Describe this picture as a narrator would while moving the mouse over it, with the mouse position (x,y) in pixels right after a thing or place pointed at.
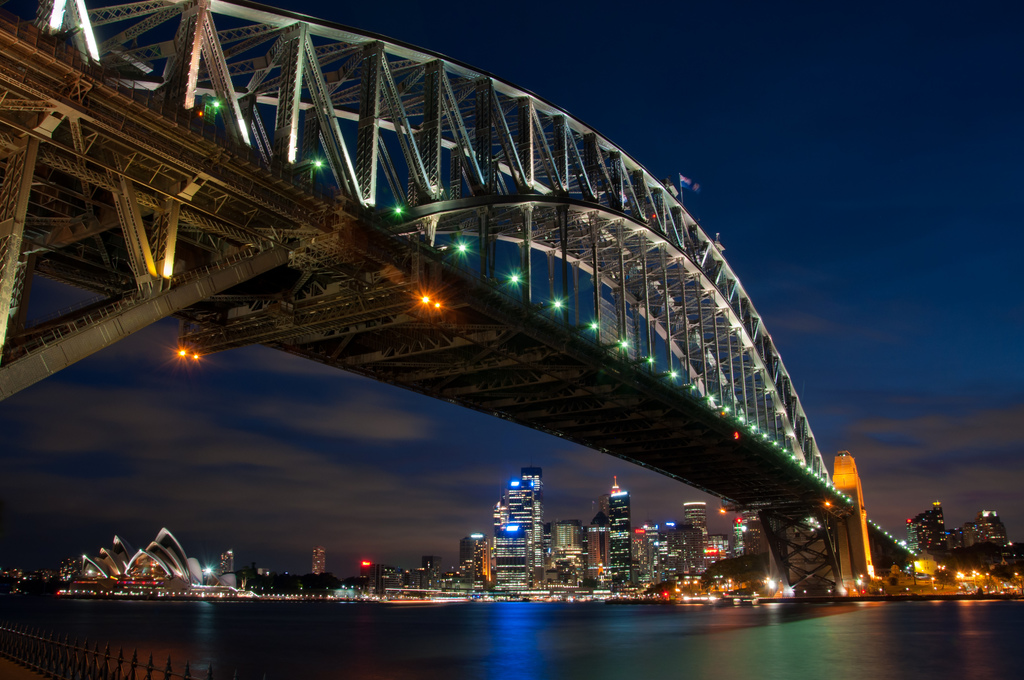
This is an image clicked in the dark. In this image I can see a bridge (358,338). In the background (140,579) there are many buildings (504,570) along with the lights (529,551). In the bottom left-hand corner (76,660) there is a railing (91,660). At the top of the image (832,164) I can see the sky (815,148).
